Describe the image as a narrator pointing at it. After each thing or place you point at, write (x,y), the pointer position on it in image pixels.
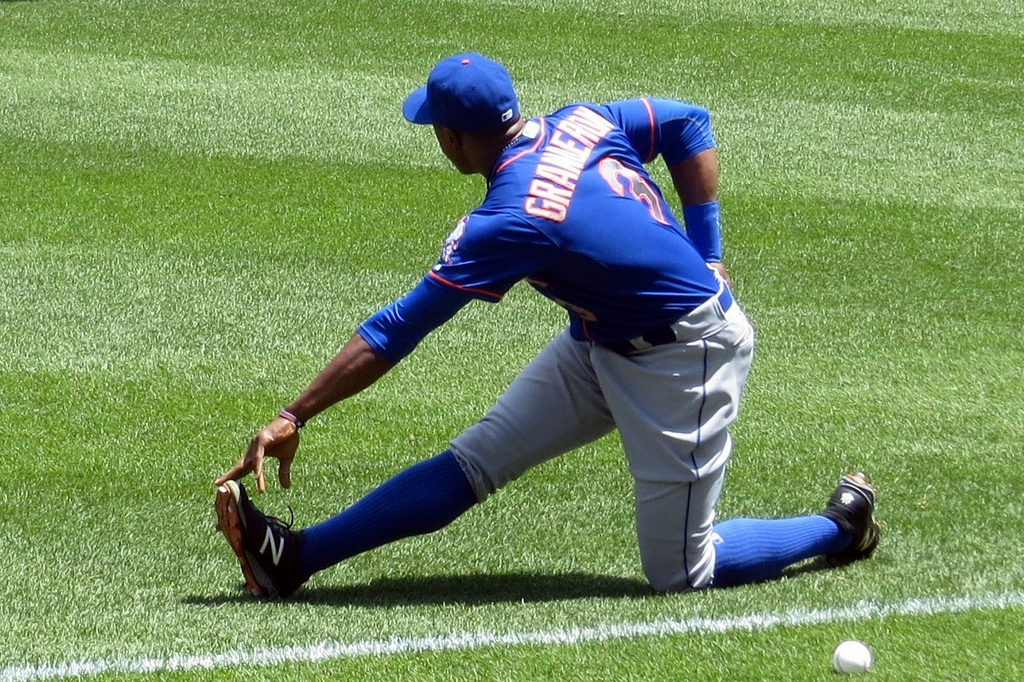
This image is taken outdoors. At the bottom of the image (536,598) there is a ground (137,617) with grass (179,348) on it and there is a ball (861,645) on the ground (884,644). In the middle of the image (546,346) a man (632,225) is doing exercise.
